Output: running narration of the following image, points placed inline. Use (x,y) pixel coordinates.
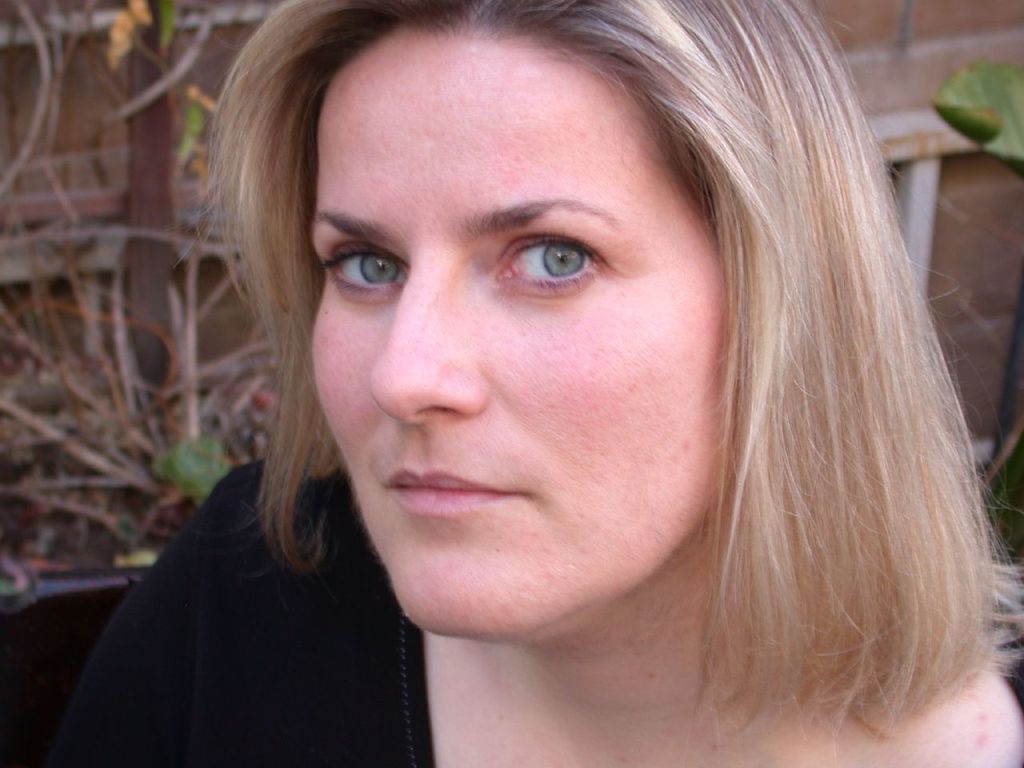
In this image, we can see a woman (568,659) in black dress (293,723) is watching. Background (950,52) we can see wall (947,67). Here can see leaf (963,113), rods (1005,412) and few objects (10,672).
